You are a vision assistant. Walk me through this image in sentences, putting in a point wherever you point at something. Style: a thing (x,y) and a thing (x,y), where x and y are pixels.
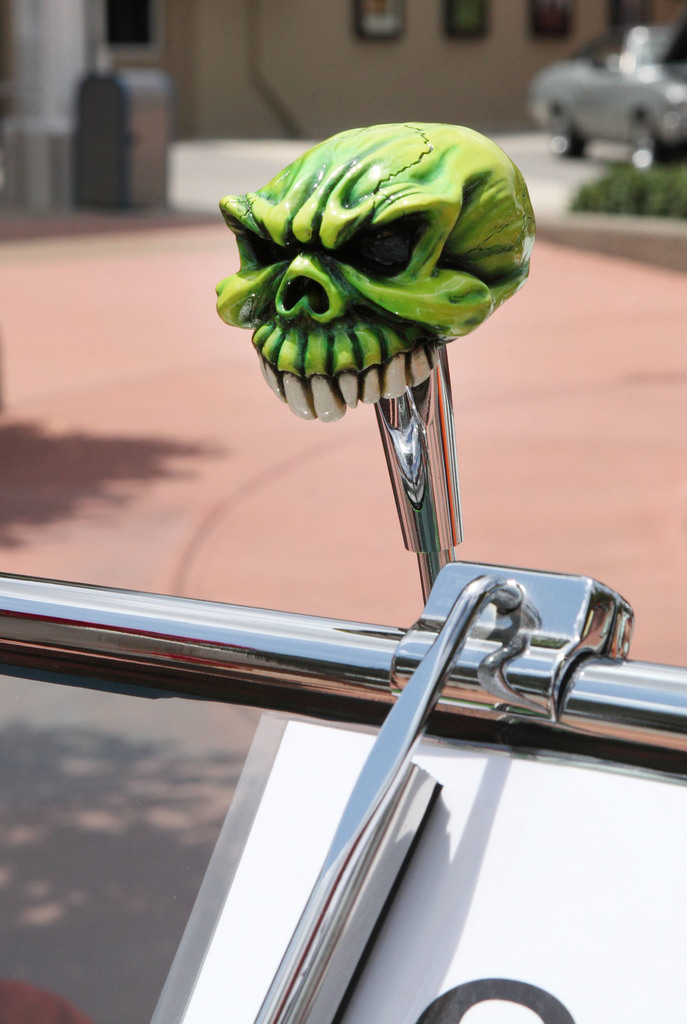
In this image I can see there is the green color skull toy (451,284) on a stainless rod (401,500). At the top (519,114) there is the car (606,104) and a wall (393,52).
